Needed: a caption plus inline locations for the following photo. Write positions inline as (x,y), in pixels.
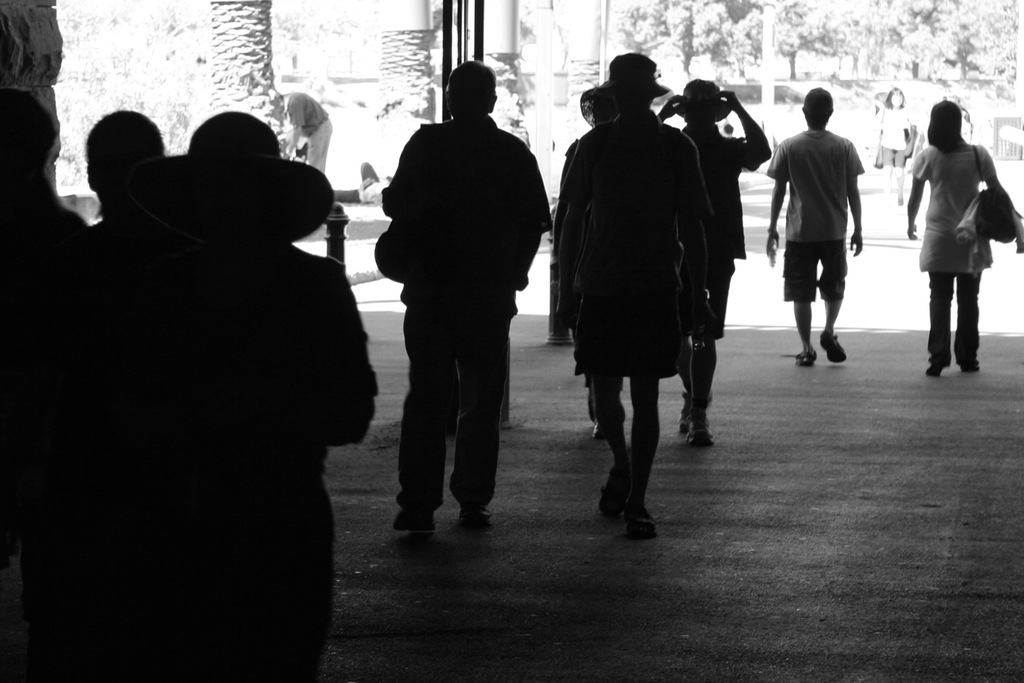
In this image there is road (507,605) towards the bottom of the image (674,496), there are a group of men (613,270) walking on the road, there are a group of women (935,210) walking on the road (376,327), there are men (647,231) wearing hats (615,76), there is a woman (250,404) wearing a hat (222,126), there is a man (443,239) wearing a bag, there is a woman (944,182) wearing a bag (980,234), there are poles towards the top of the image (544,22), there are pillars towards the top of the image (504,52), there are trees (64,43) towards the top of the image (249,30), there is an object (11,40) towards the left of the image (18,74).
